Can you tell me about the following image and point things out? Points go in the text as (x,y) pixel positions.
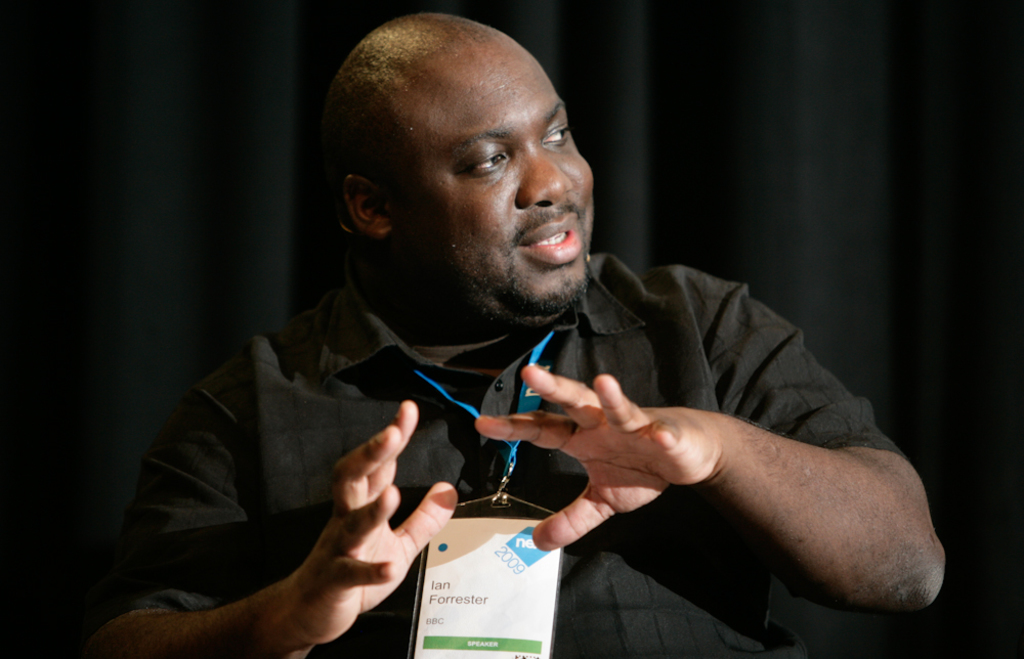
In the image we can see a man (310,312) wearing black color clothes (303,403) and an identity card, and he is smiling. There are curtains (669,162), black in color.
